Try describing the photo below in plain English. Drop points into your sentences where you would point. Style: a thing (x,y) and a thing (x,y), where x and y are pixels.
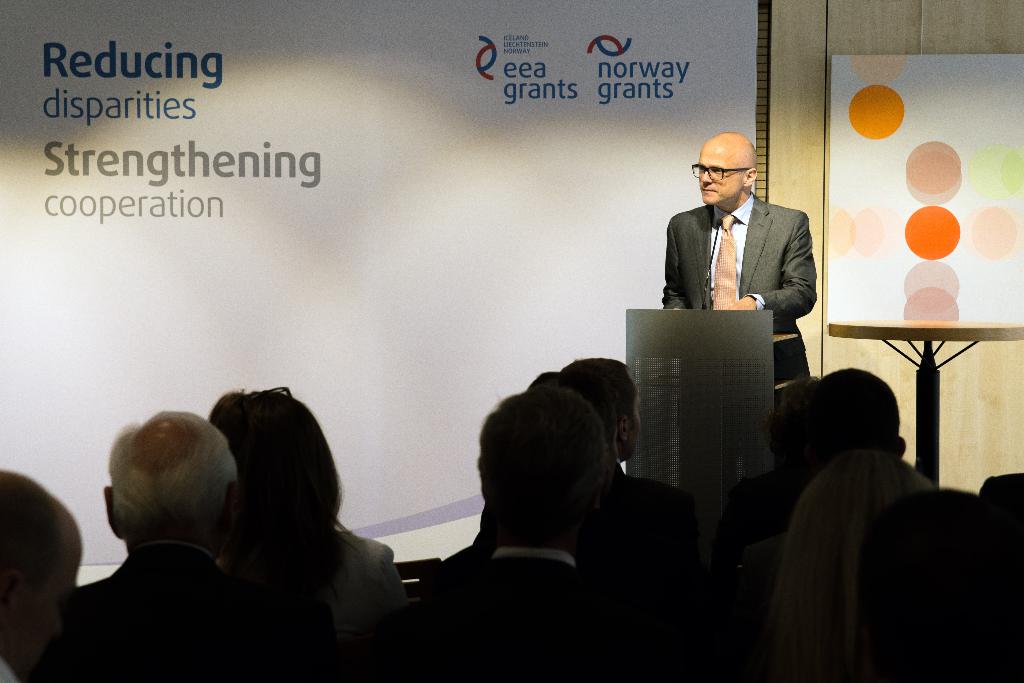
It looks like a seminar, there is a man (755,308) standing in the front (713,246) and in front of him many people (583,572) were sitting and beside the man (686,241) there is a table (862,333) and there are two banners (498,107) behind the man (700,241), the first one is regarding the organisation and the second one is a simple painting (931,198) and in the background (761,22) there is a wooden wall (966,380).
